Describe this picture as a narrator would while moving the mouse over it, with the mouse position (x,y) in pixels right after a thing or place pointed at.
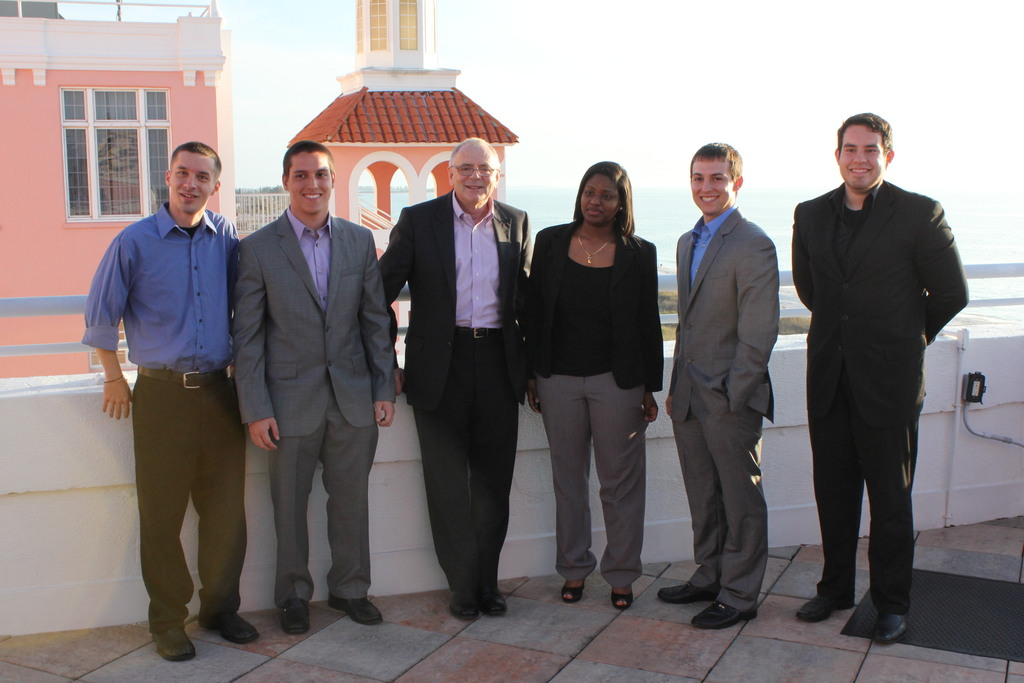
In this picture there are people (256,298) standing and smiling and we can see floor (814,661) and wall (1014,466). In the background of the image (67,321) we can see windows (154,96), wall (6,148), pillars (388,188), water (987,261) and sky (916,55).
